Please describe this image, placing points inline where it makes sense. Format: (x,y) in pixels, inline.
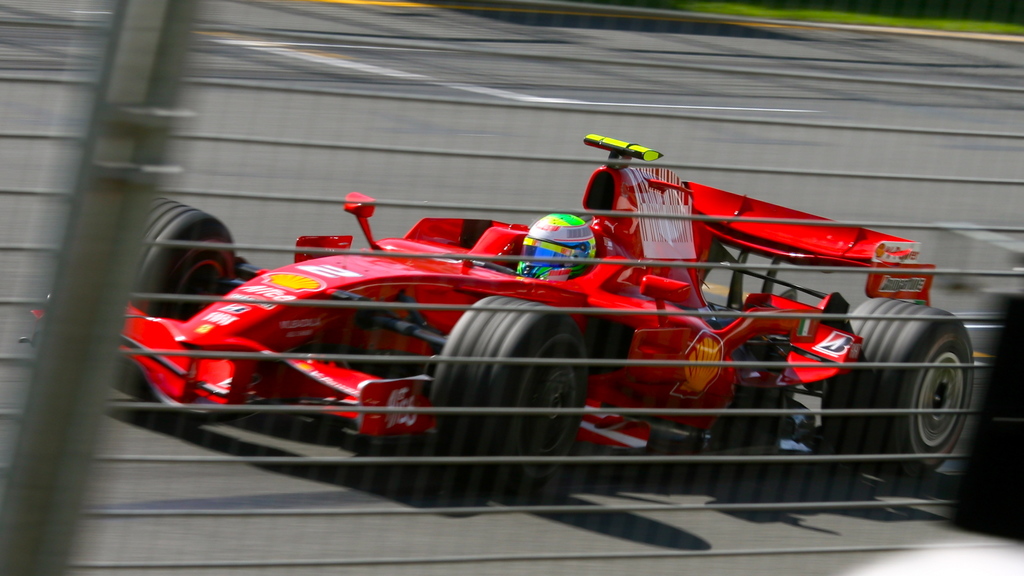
In this image, we can see a vehicle (641,322) is moving on the road (575,526). At the top (740,44) and bottom of the image (1004,550), we can see a blur view. Here we can see grill (401,399), rod (39,436). Top of the image (787,109), we can see white and yellow color lines (417,75) and grass (706,8).
